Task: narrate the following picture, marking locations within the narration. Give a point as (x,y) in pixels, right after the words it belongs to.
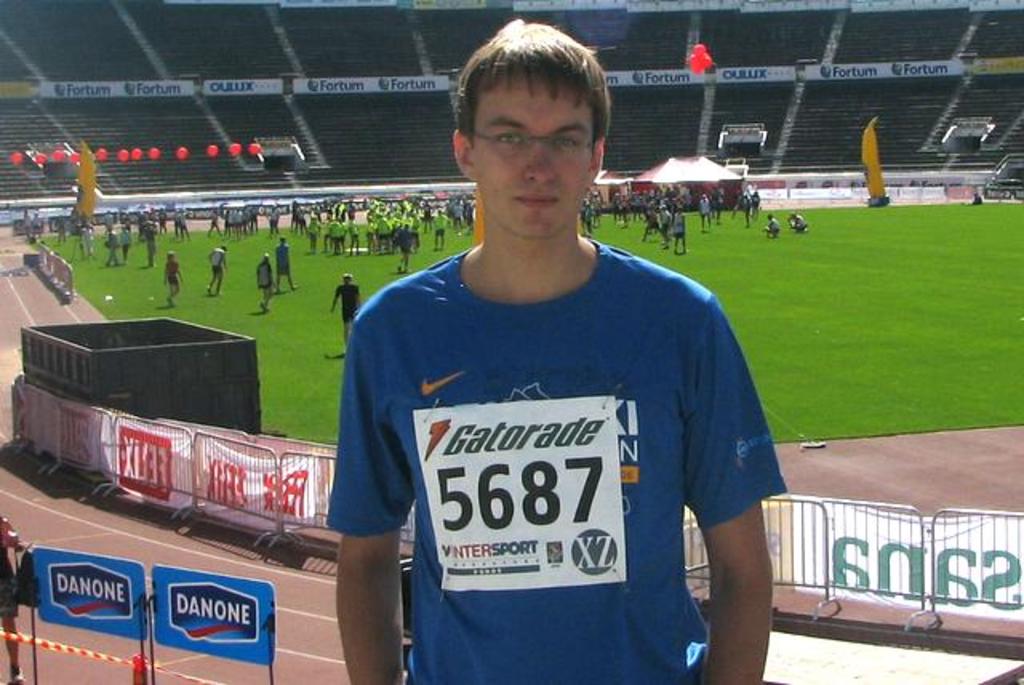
In the center of the image (547,407) we can see a man (566,555) standing. We can also see some boards (187,626) with text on it, a person (16,542) standing, a fence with banners (1009,584) to it and a large container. On the backside (382,237) we can see a group of people (350,291) standing on the ground (762,363). We can also see some balloons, the flags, a tent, some boards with text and the stadium seating (428,143).
